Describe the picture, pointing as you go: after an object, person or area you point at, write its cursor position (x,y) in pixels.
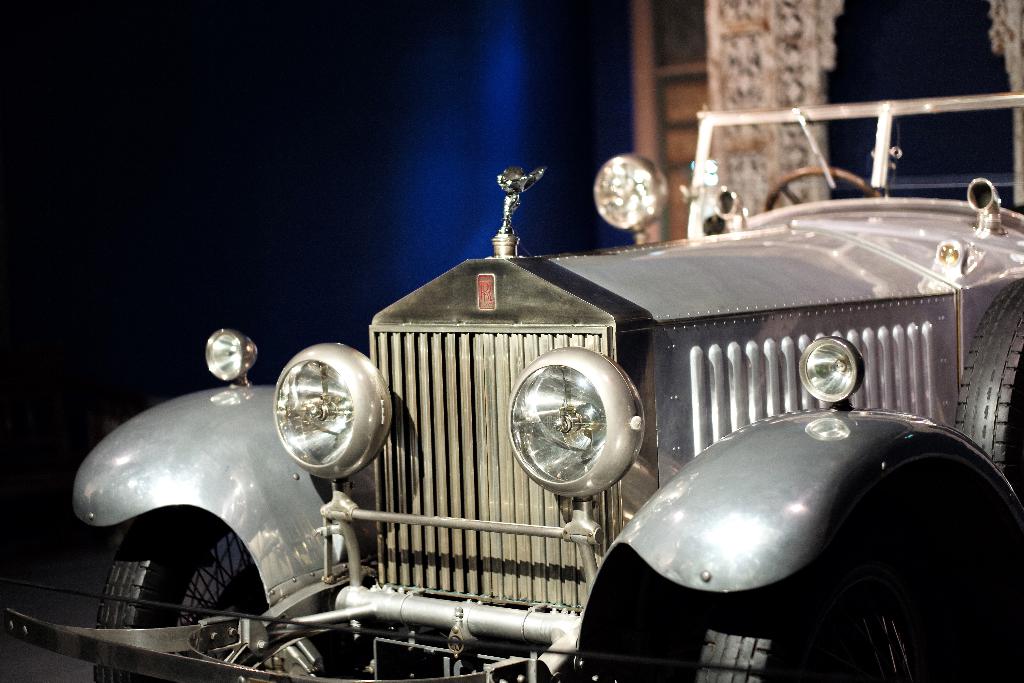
In the center of the image (499,303) we can see a vehicle (439,451). At the top of the image (576,113) we can see the wall (599,93) and wood (777,38). In the bottom left corner (43,591) we can see the floor (87,552).
